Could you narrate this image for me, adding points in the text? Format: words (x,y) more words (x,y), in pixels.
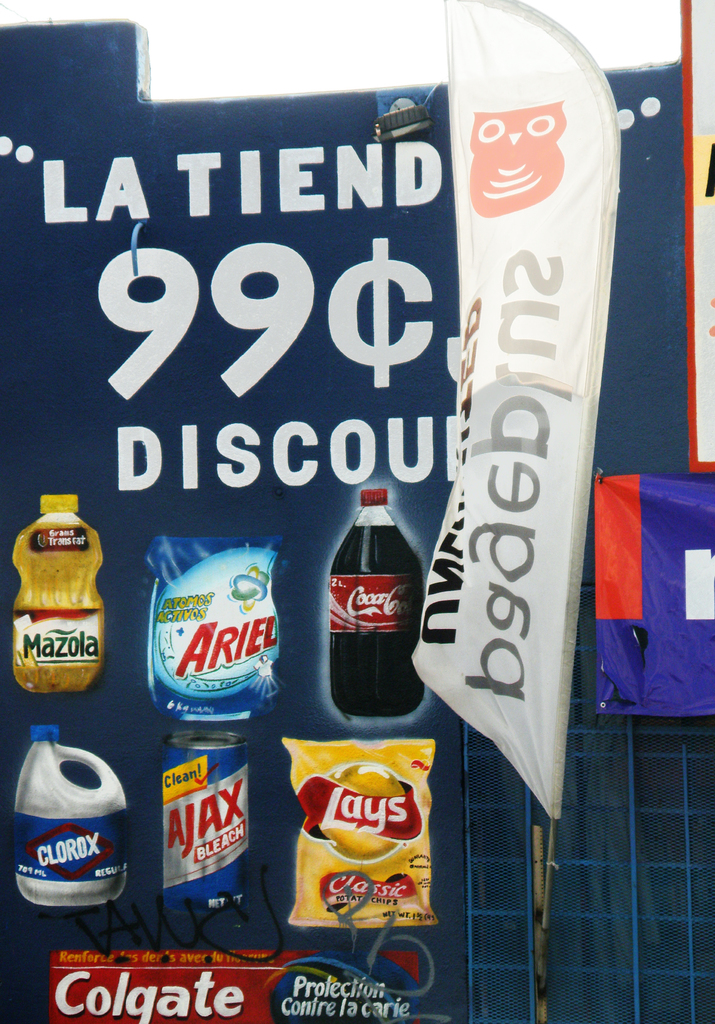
The picture consist of hoarding (324,501) and banners (600,621). On the hoarding (68,514) there are bottles (56,823) and packets (374,900) and some text (130,376).
